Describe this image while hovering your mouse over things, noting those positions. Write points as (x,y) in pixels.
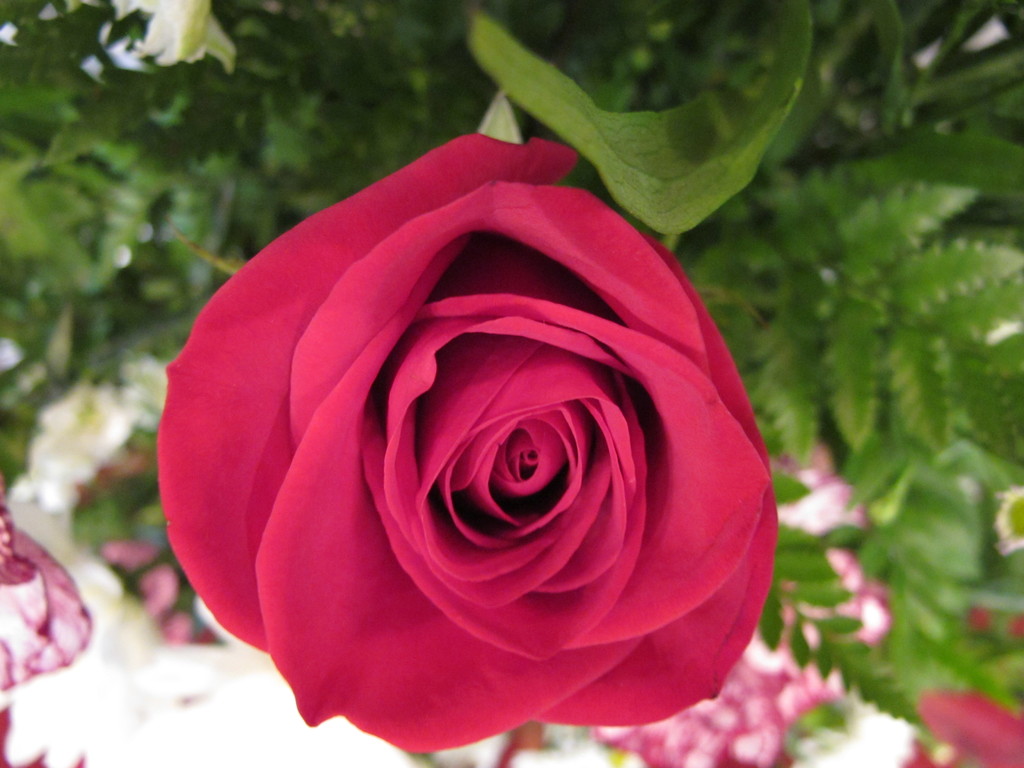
In this image there is a pinkish red color rose (651,349) with a leaf (638,168), and at the background (845,260) there are leaves (994,89).
